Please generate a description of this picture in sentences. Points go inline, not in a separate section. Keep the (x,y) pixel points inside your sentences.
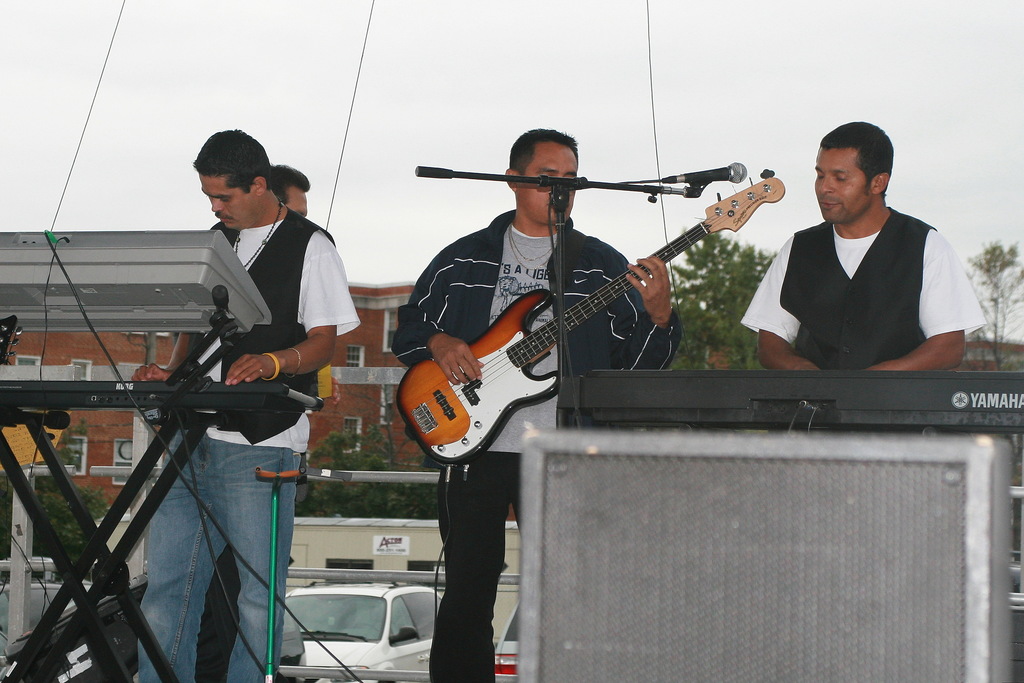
This picture shows a group of people (899,292) playing musical instruments (480,393) and we see a man (539,220) playing guitar (424,391) and we see two people (247,264) playing piano (207,398) and we see a building (351,331) on their back and a man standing and we see couple of trees (753,279) and few cars (323,610) parked.
